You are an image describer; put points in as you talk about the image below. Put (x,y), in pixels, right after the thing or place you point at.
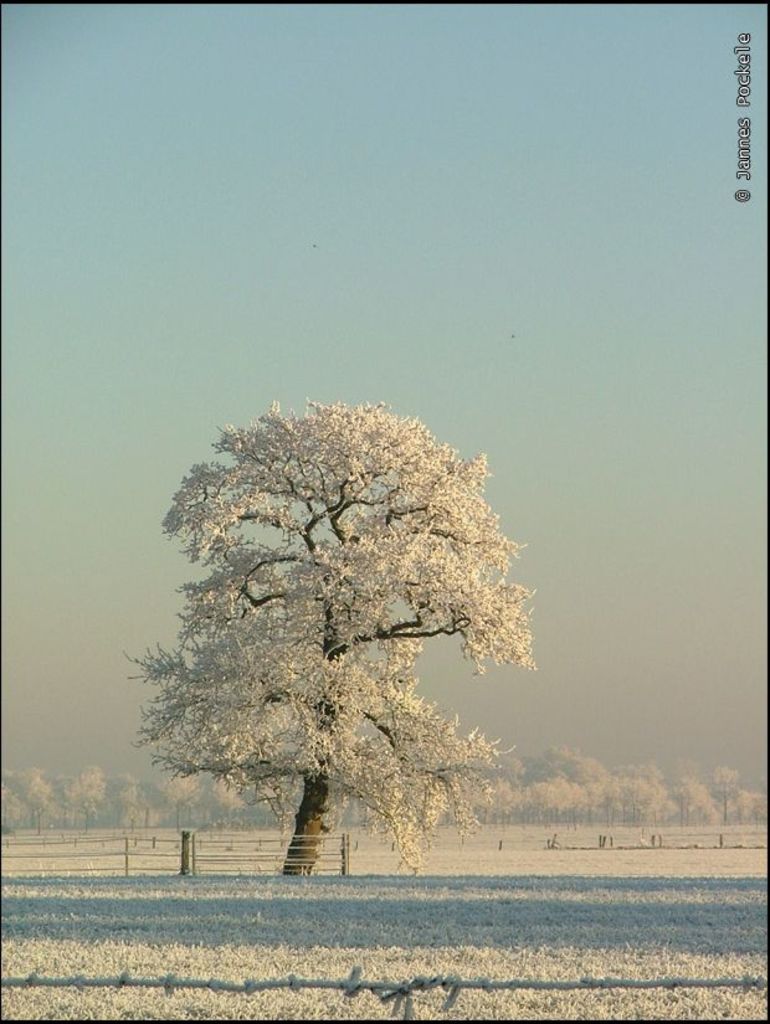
In this picture there is a white color tree (285,649) in the center of the image (455,517) and there is snow floor (44,944) at the bottom side of the image (52,878), there is a rope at the bottom side of the image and there are white trees (17,814) in the background area of the image (92,778).
